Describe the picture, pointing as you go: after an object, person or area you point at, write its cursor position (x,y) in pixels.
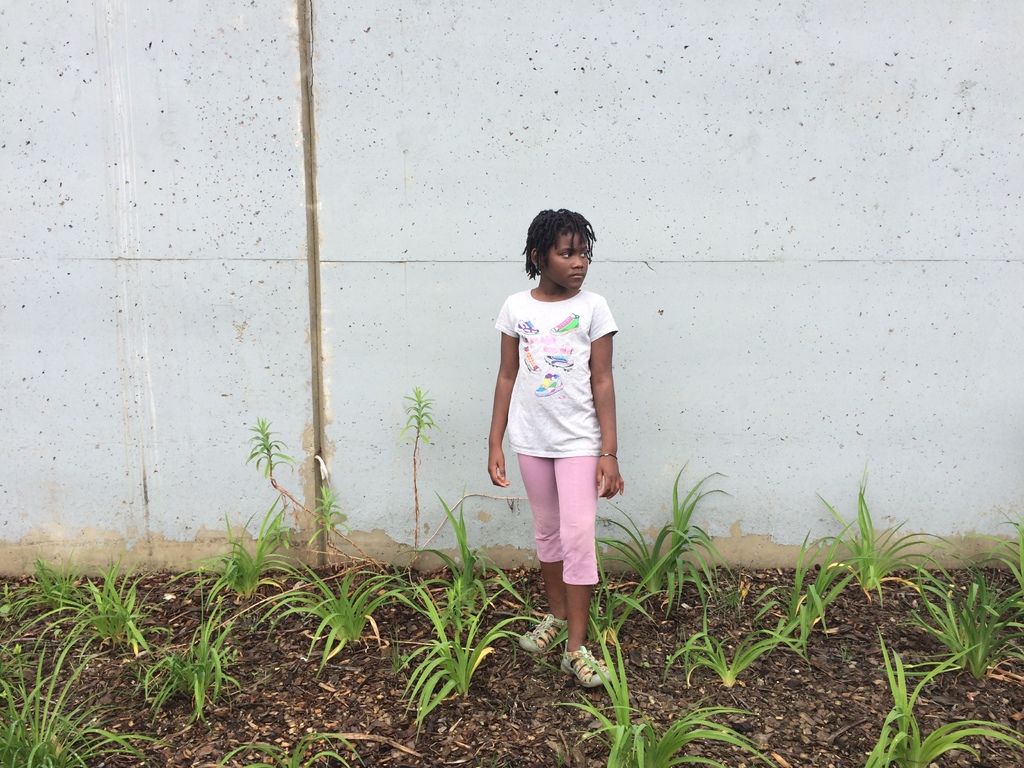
In this picture we can see a small girl (550,414) wearing white t-shirt (558,446) and standing in the front (565,551) and giving a pose. Behind there is a white wall (324,450). In the front (145,683) bottom side we can see some grass (272,623) on the ground (637,672).
